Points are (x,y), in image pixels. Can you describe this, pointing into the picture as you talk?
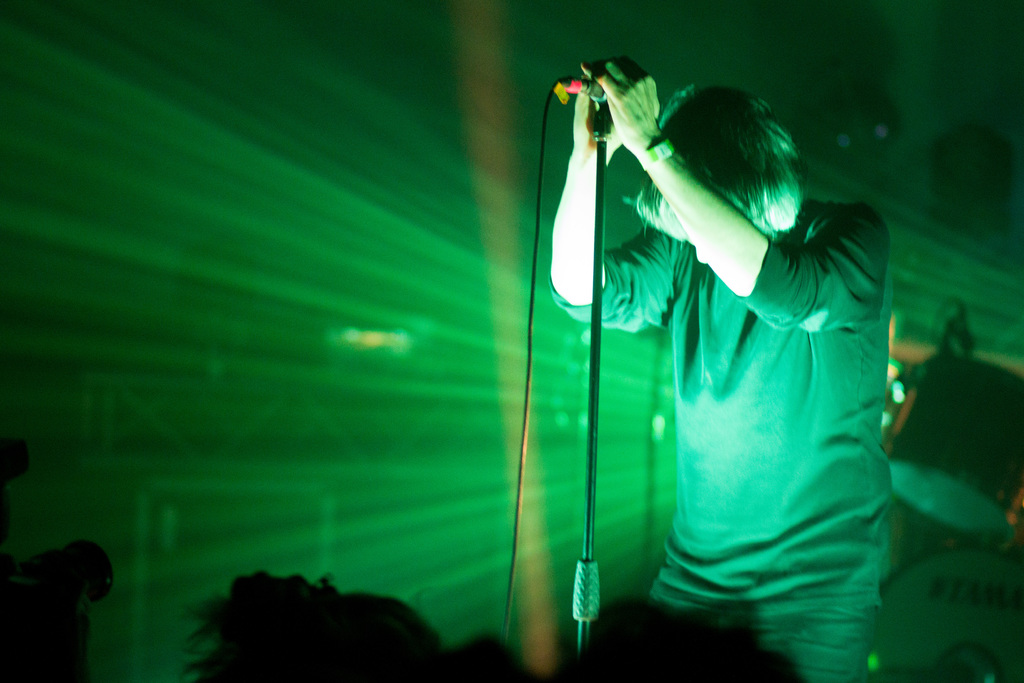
In this image, I can see a person (756,415) standing and holding a mike (602,99) with a mike stand (600,158). On the right side of the image (957,432), there are drums (957,501). In the background (397,385), I can see green color light rays (470,308).
